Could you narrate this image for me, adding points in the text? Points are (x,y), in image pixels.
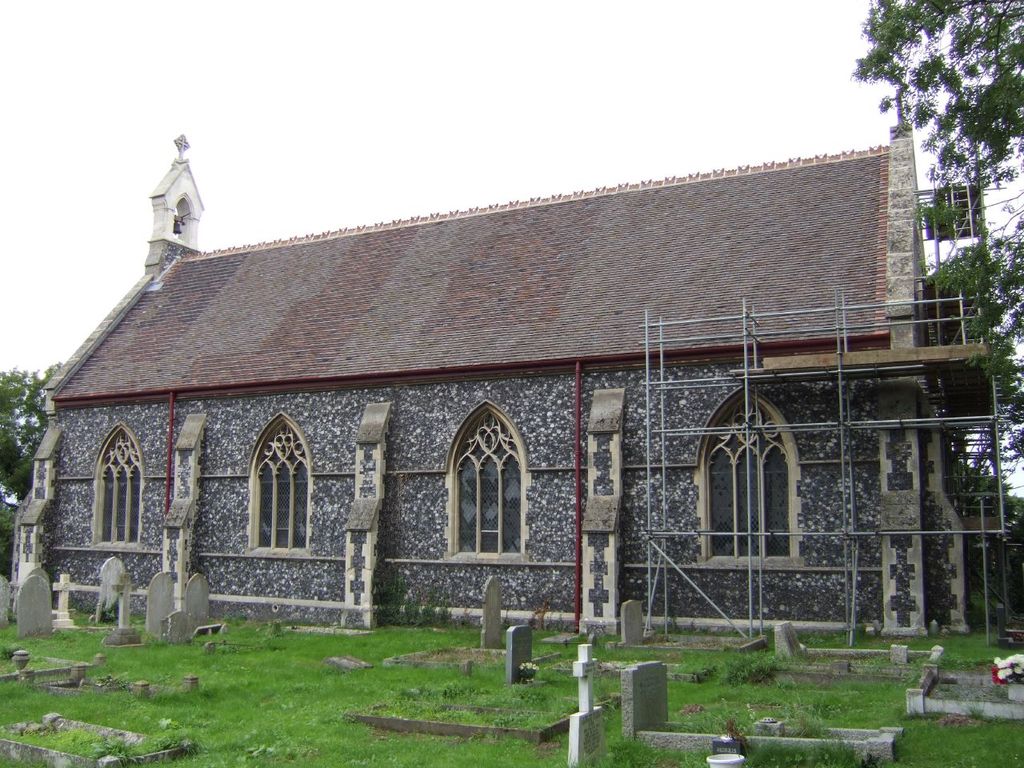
Here in this picture we can see graves (165,605) present on the ground (809,640) over there and we can see grass (246,698) covered all over there and in the middle (367,268) we can see church building (826,197) present and on that we can see windows (108,537) present over there and we can see trees (22,394) present all over there.
